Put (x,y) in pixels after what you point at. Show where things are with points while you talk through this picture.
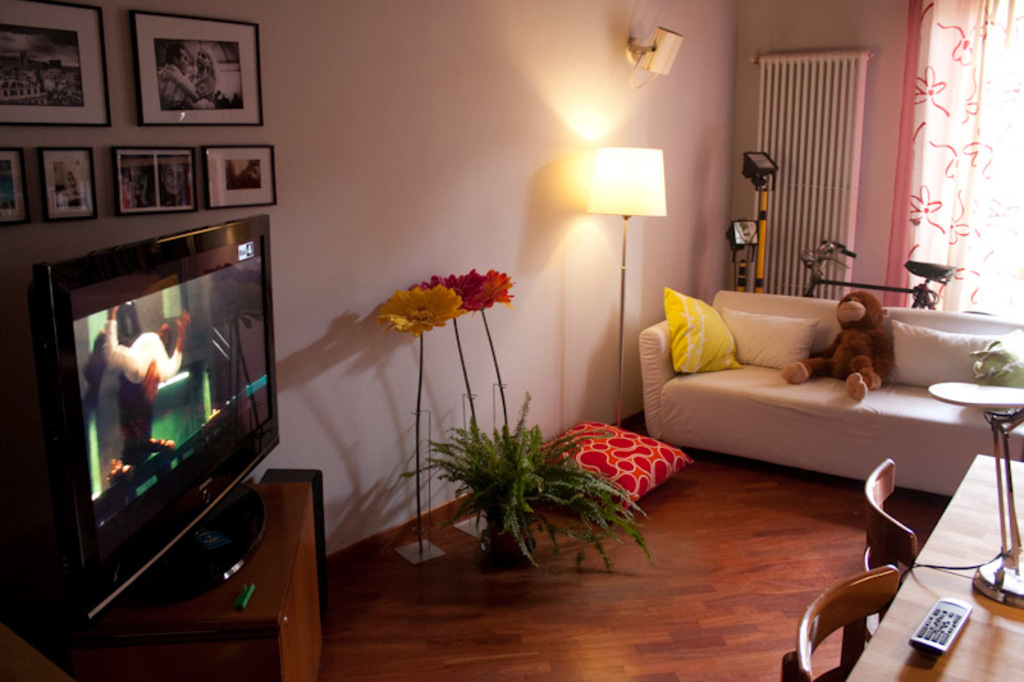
In this image we can see television (189,426), couch (749,404), pillow (695,347), lamp (602,195), table (988,658) chair (843,605). The frames (97,53) are attached to the wall (329,394).
